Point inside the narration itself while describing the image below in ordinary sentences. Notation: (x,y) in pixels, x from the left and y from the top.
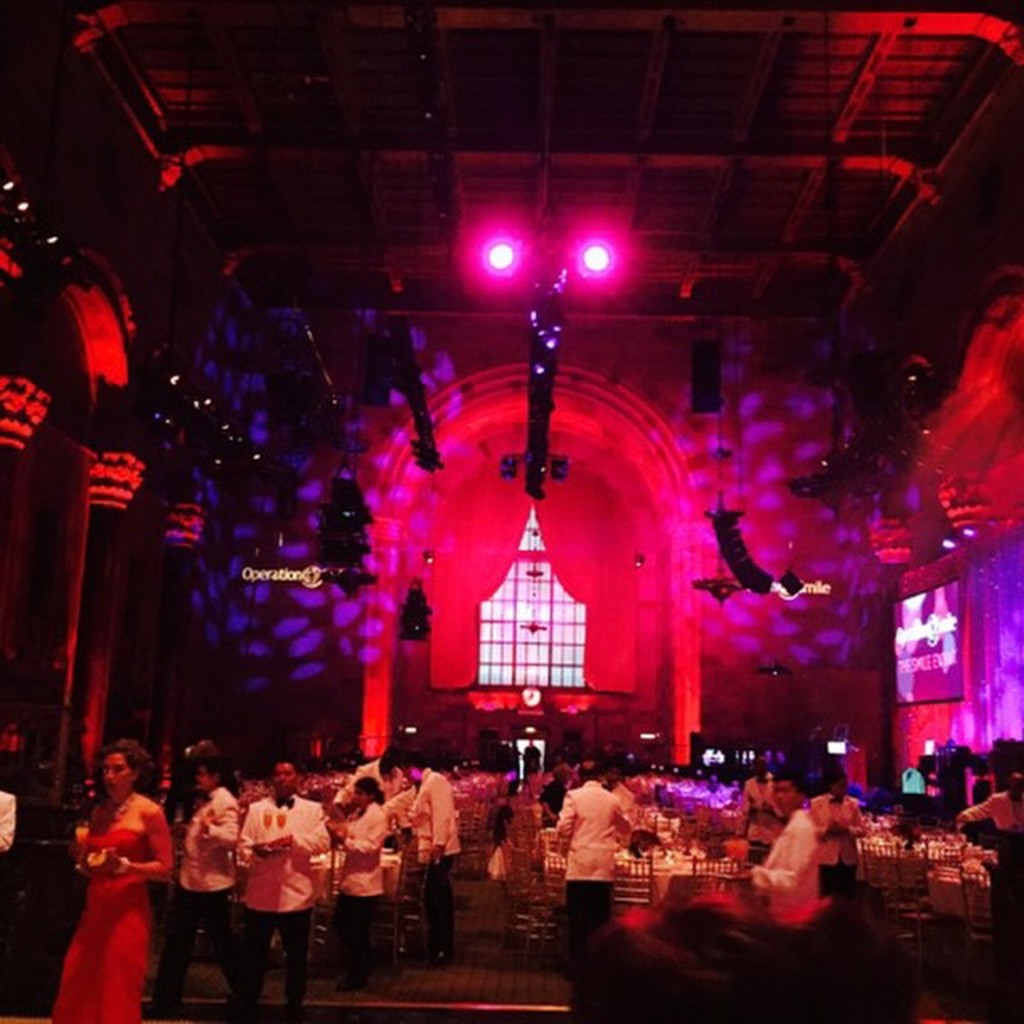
In this image there are group of people (421,853) standing, tables (685,847), chairs (640,879), glasses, plates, lights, screen (940,642), pillars (883,635).
